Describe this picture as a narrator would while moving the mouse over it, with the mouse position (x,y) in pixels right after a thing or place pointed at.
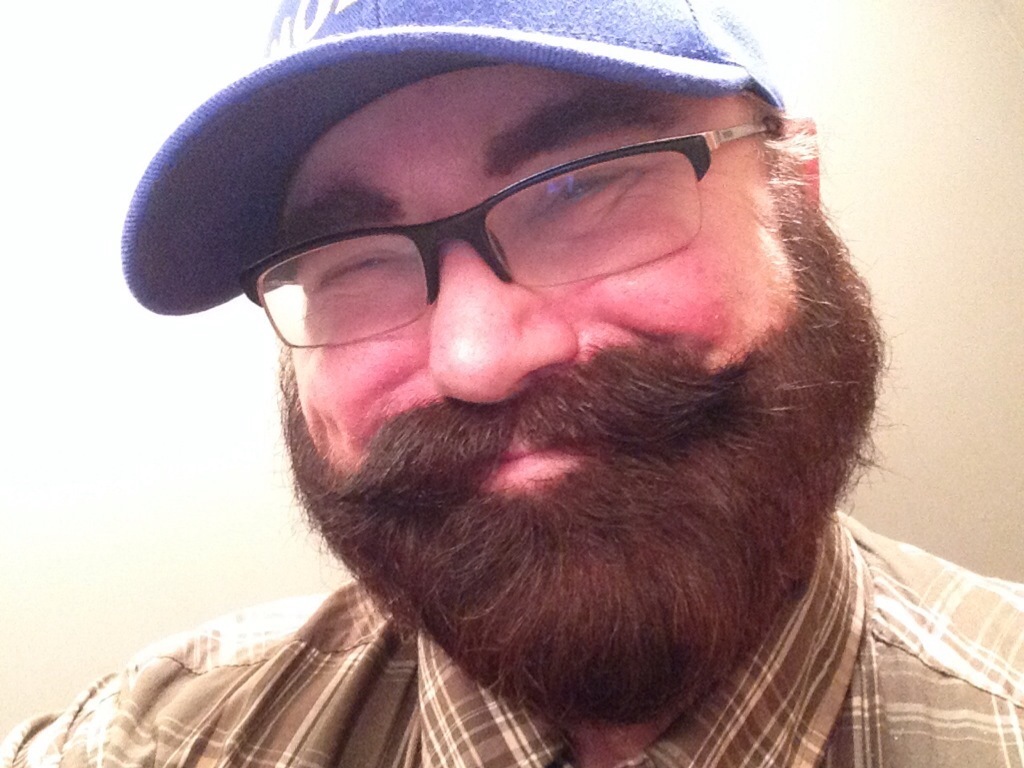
In the center of the image (668,312) there is a person (341,557) wearing a cap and spectacles (248,280). At the background of the image (900,42) there is wall (953,221).
